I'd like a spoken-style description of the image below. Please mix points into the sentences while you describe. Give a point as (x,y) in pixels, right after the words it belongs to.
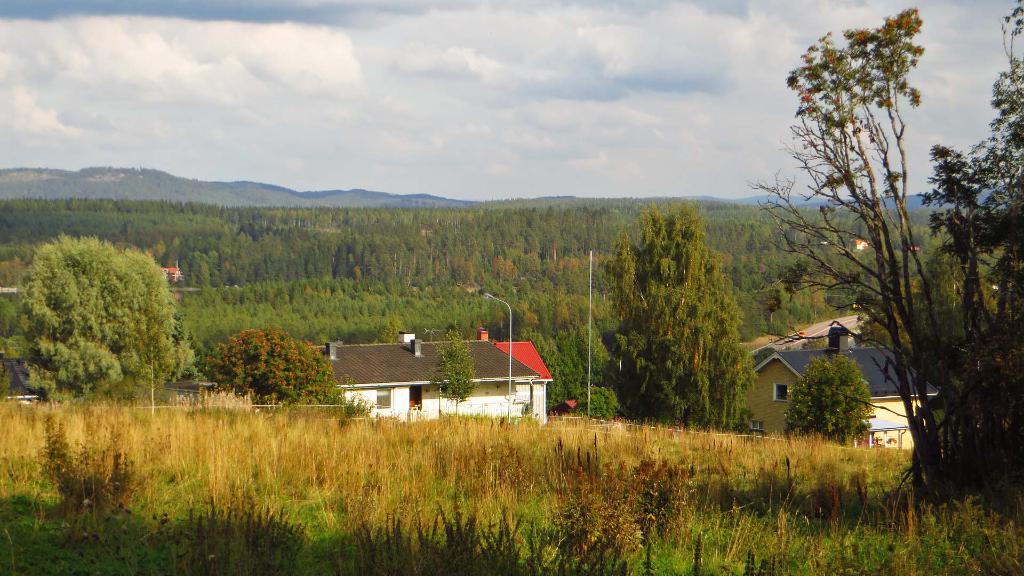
In the center of the image (417,361) there are sheds (407,381) and trees (467,273). We can see poles (589,374). At the bottom (235,447) there is grass (362,459). In the background (136,179) there are hills (127,191) and sky (364,144).
